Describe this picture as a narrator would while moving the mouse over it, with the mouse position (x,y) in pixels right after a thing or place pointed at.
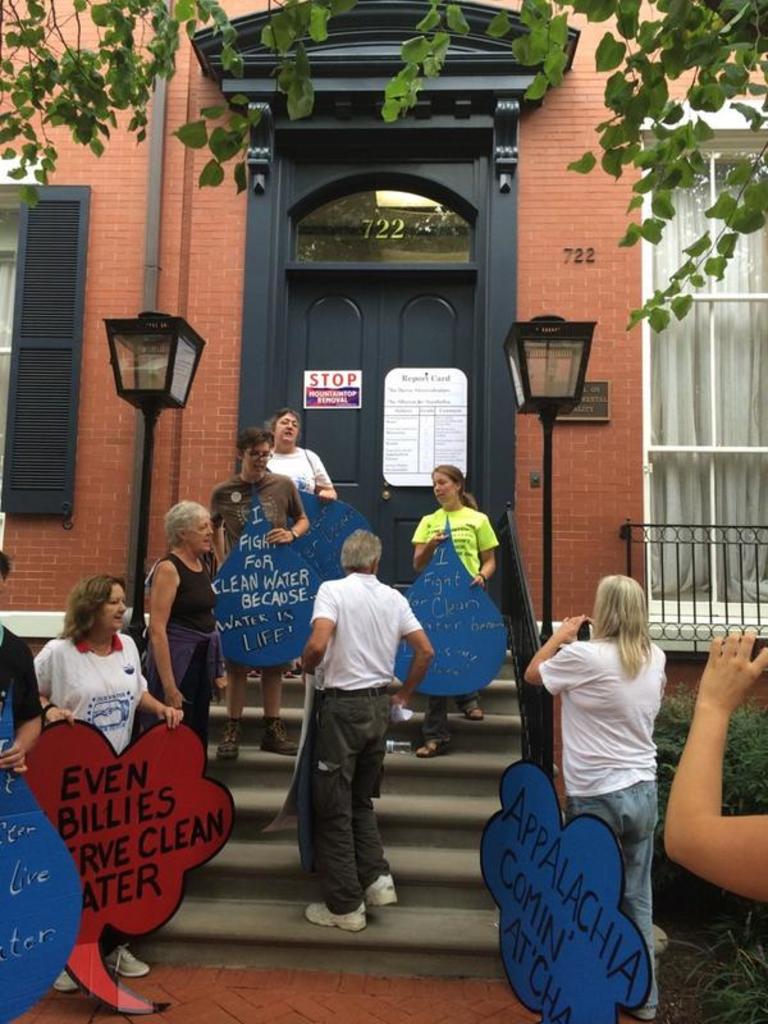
In this image, I can see a group of people (419,642) standing. These are the stairs (501,770). I can see few people (276,531) holding the boards (145,801). I think these are the light poles (536,399). This is a building (361,258) with a door (361,486) and the windows (721,390). At the top of the image (62,63), I can see the branches (102,29) and leaves (649,93). On the right side of the image (703,764), I can see a person's hand (716,781).
